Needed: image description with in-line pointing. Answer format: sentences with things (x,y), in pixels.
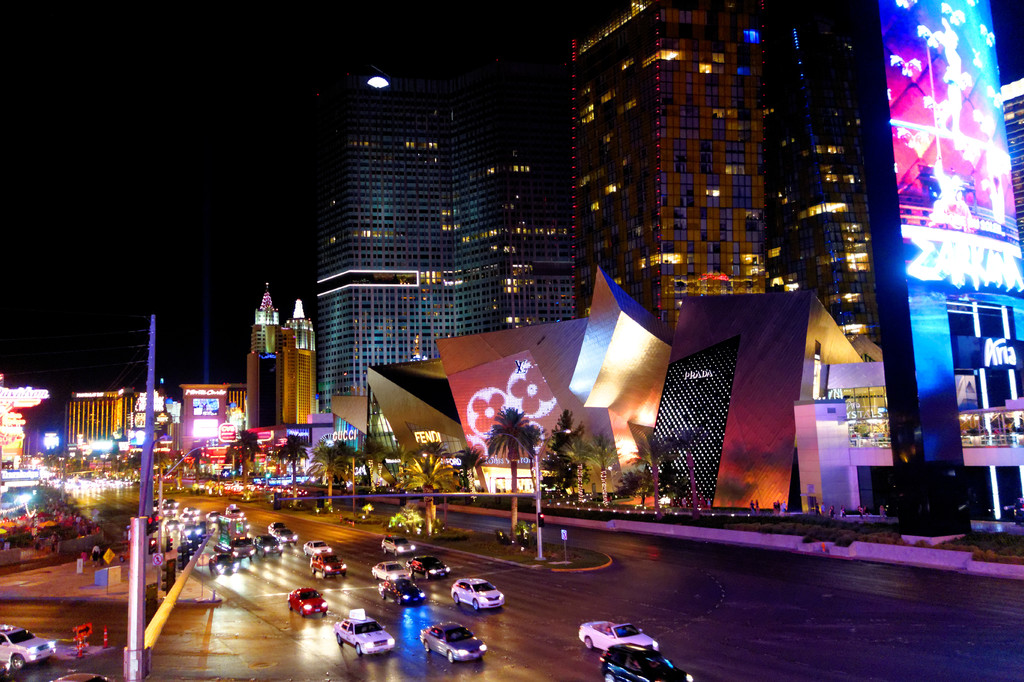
Here in this picture in the front (297,546) we can see number of cars (300,594) present on the road (332,585) over there and we can also see poles (141,546) present and we can see number of buildings (477,327) present over there, that are lightened with colorful lights (955,27) over there and we can also see some part of ground (992,550) is covered with grass (1007,550) and we can see trees (408,484) and plants (416,518) present over there and we can see light posts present over there.
